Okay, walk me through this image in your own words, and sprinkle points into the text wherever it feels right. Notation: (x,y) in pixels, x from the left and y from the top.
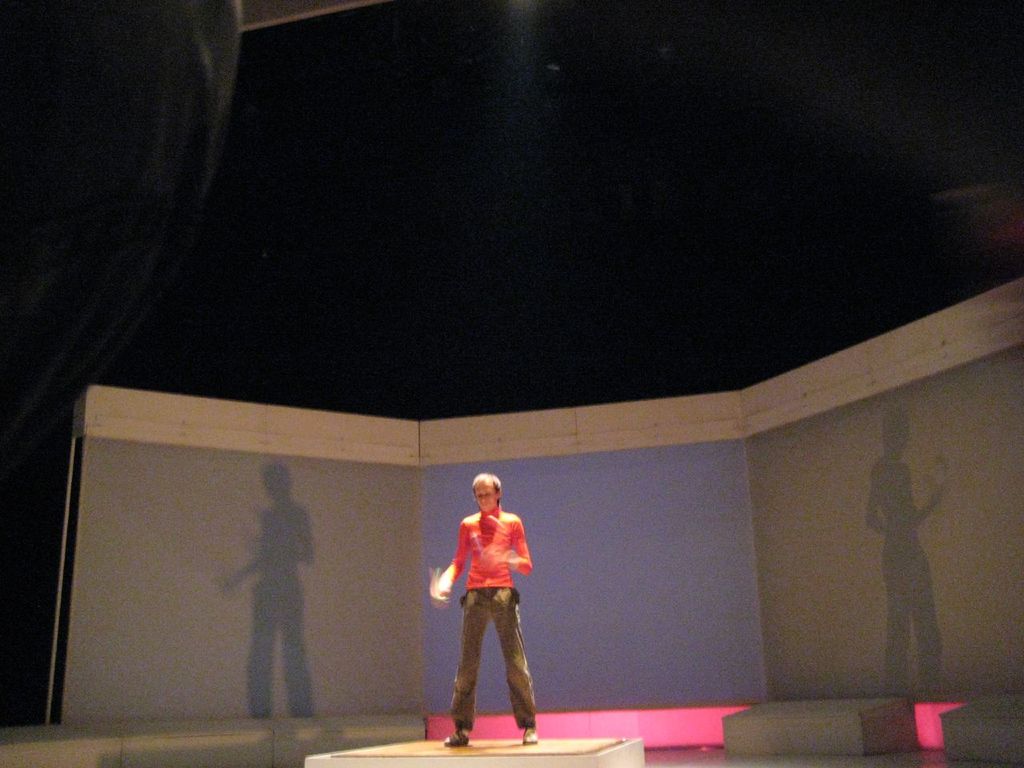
In the image in the center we can see stage (305,756). On stage (406,730), we can see one person (463,692) standing and he is wearing orange color t shirt (490,541). In the background (383,278) we can see wall (944,431) and roof (971,62).
